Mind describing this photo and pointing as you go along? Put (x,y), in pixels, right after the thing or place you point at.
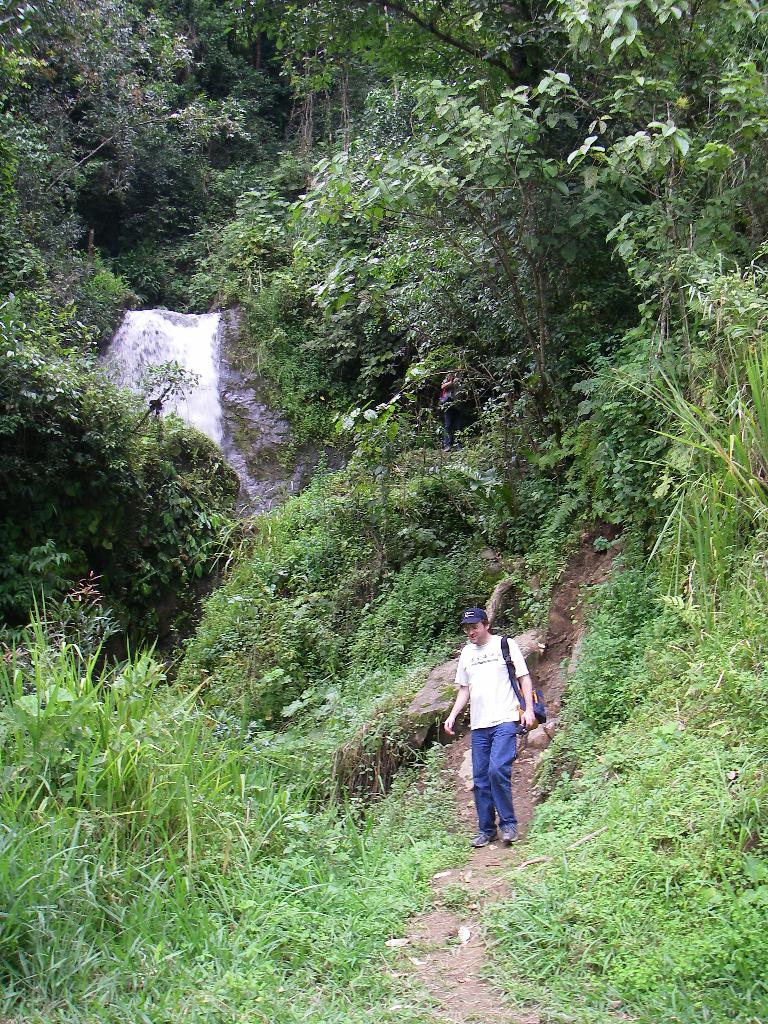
In the foreground of the picture (367,664) there are shrubs (624,677), grass (576,861), plants (561,732) and a person (494,679) walking. In the center of the picture (320,391) there are trees (338,245) and plants (275,259). At the top (364,56) there are trees (369,75).
